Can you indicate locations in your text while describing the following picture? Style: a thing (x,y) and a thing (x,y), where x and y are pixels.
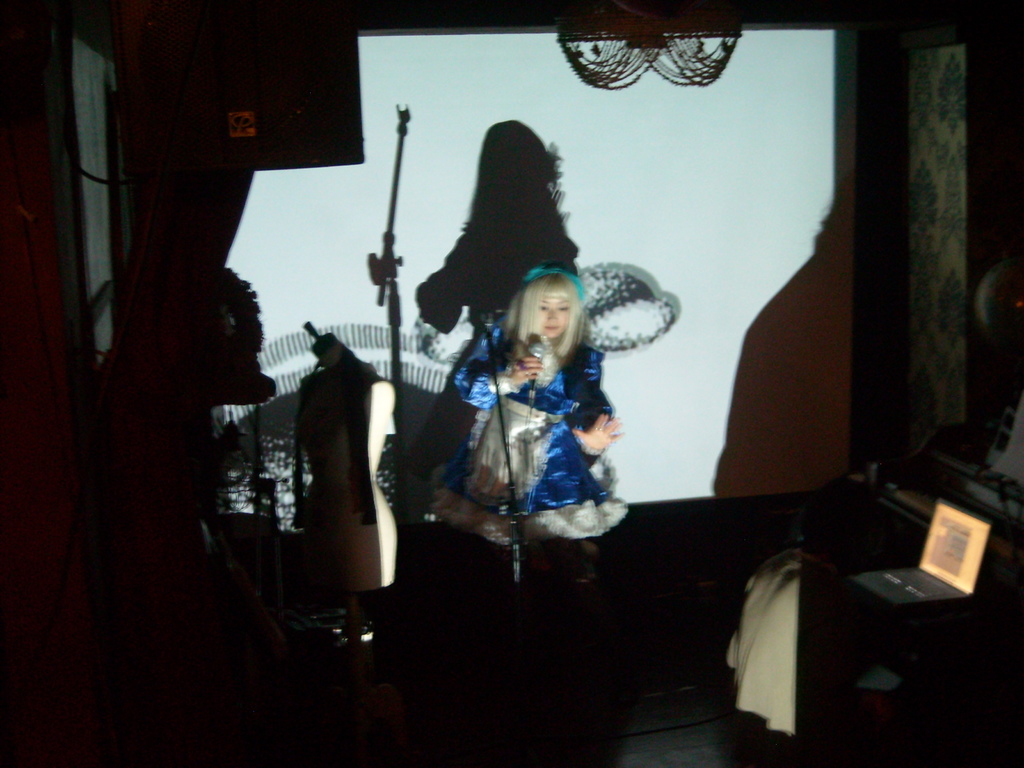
In this a woman (550,375) is singing, with a light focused at her.
